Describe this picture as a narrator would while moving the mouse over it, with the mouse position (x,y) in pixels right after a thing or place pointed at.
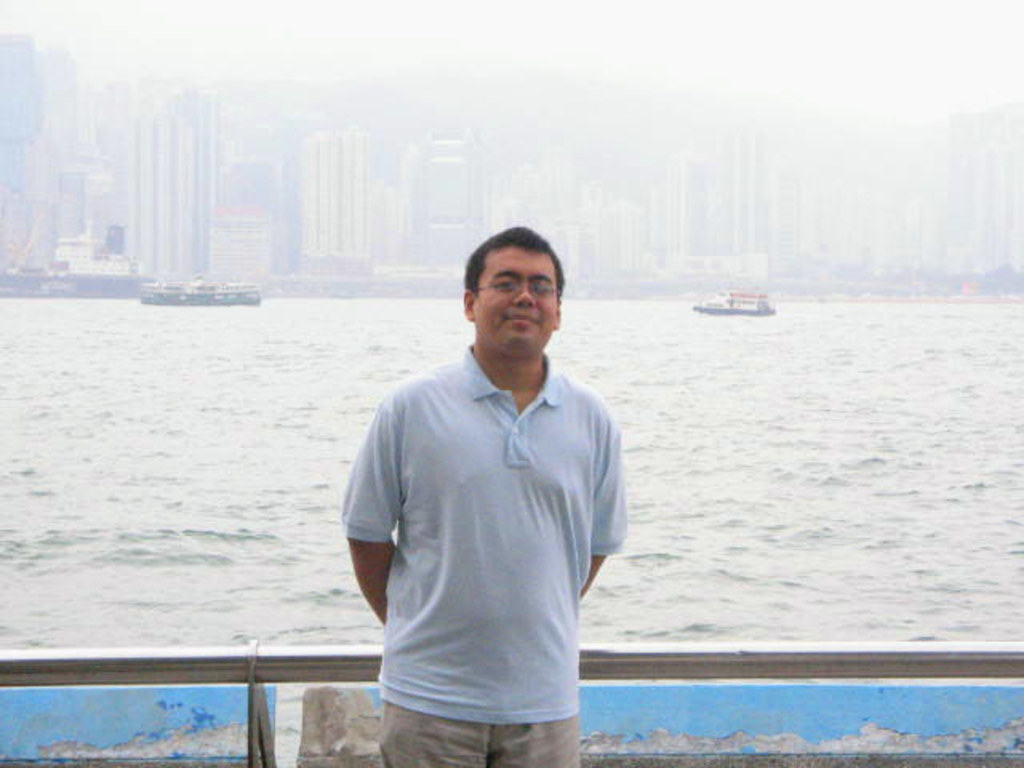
In this picture there is a man (501,263) standing and smiling. At the back (182,107) there is a railing (96,679) and there are buildings (131,259). There are boats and there is a ship (73,278) on the water (74,493). At the top (402,39) there is sky (527,41). At the bottom (799,539) there is water (645,414).
